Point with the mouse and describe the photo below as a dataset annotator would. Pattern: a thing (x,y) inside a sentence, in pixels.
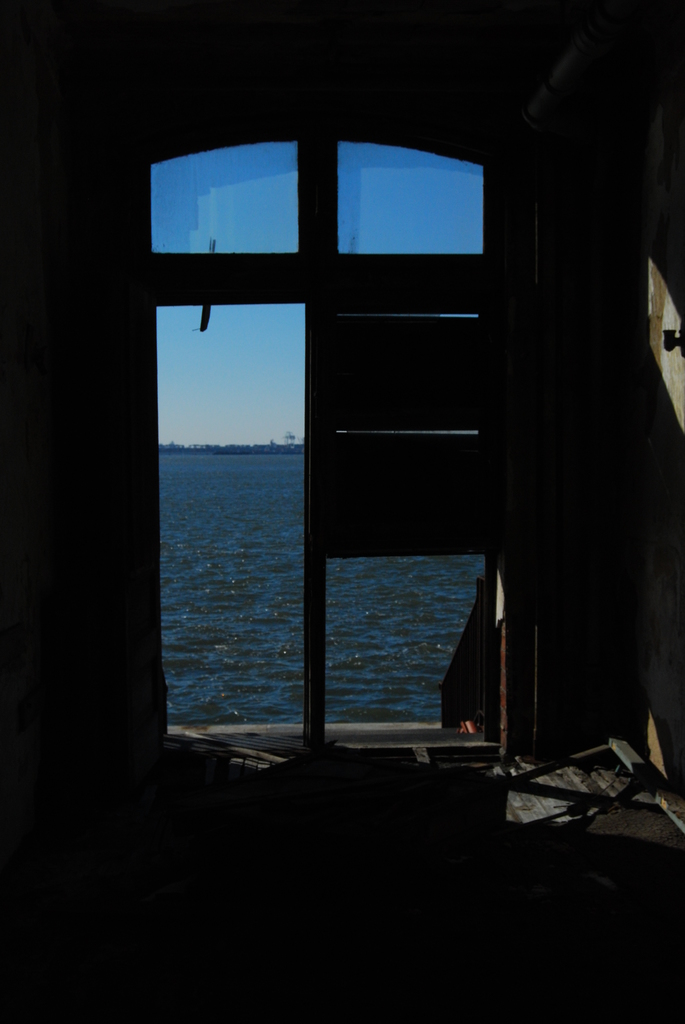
In this image, we can see the glass door (417,631). We can see the ground (332,791) and the wall (19,742). We can see some water (177,523) and the sky (194,382).
